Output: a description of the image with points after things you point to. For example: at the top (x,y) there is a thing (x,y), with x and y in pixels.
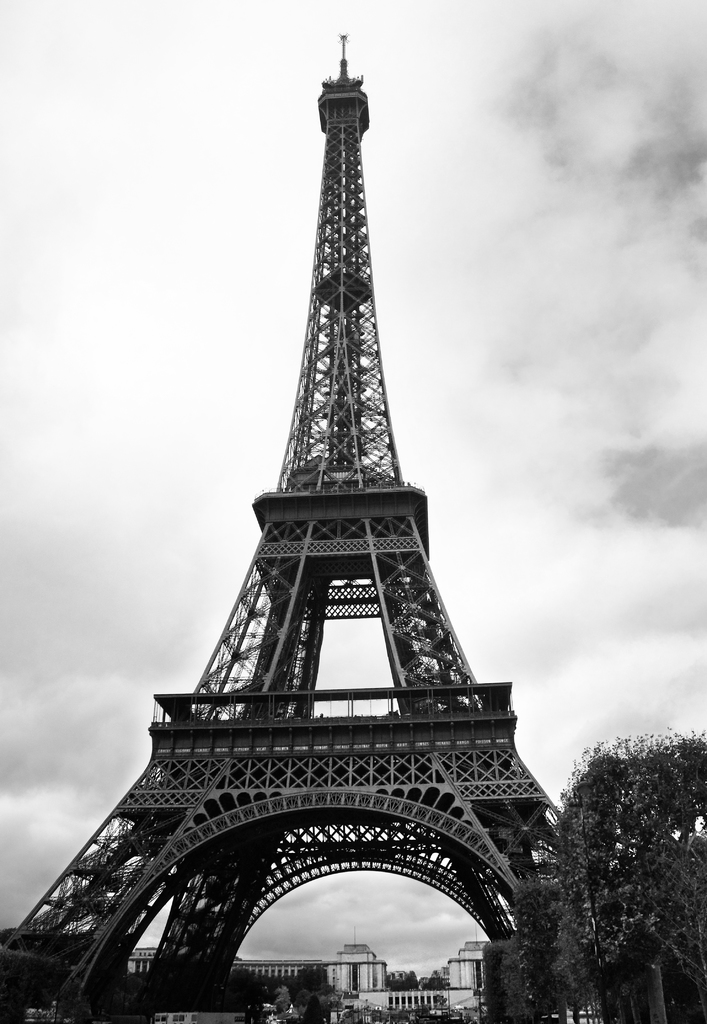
In this image in the center (422,673) there is a tower (322,607). In the background (339,982) there are buildings (258,974) and trees (314,983). In the front (619,888) on the right side (619,894) there is a tree (624,910) and the sky (438,209) is cloudy.
